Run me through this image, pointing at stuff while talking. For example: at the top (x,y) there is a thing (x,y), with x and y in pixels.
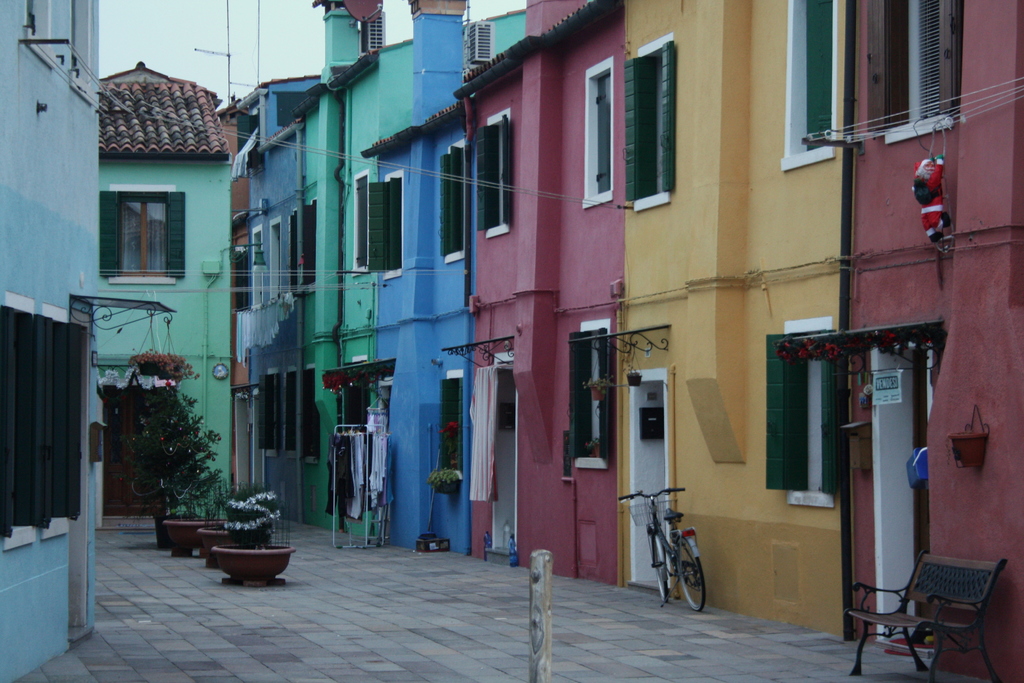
This picture is taken outside, there are group of buildings (583,383) in different colors. There is a bench (937,566), a bicycle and a clothes stand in front of those buildings (650,334). In the left side (173,405) there are some plants (176,356). In the top (184,42) there is a white sky (221,24).
